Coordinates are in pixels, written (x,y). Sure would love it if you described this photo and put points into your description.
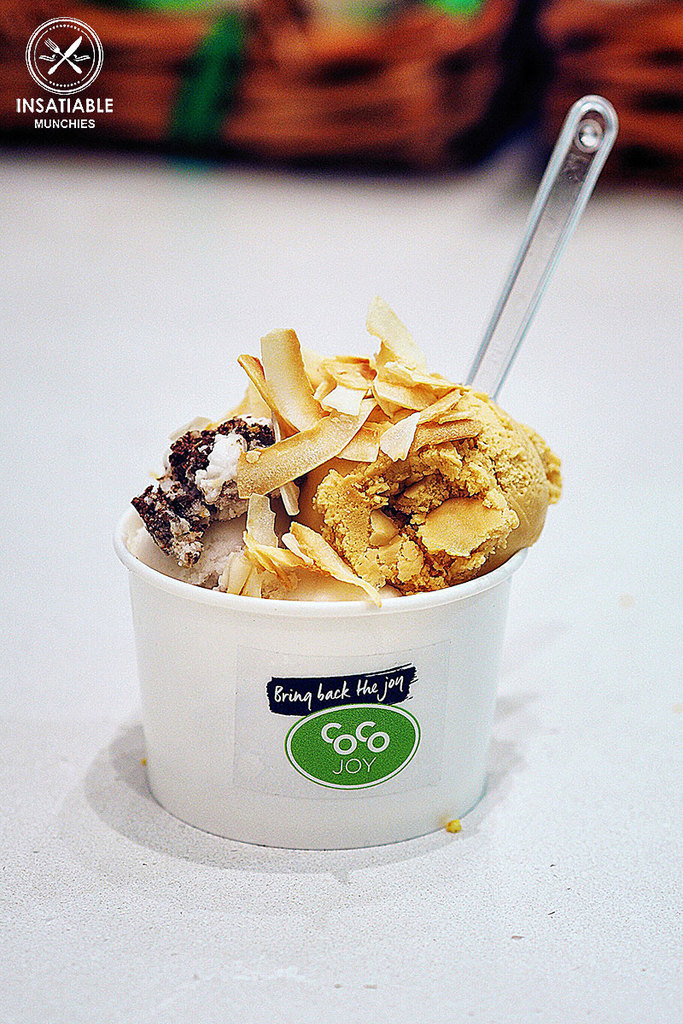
In this image I can see the white color cup (254,685) with food (326,517). The food (330,413) is in black, white and brown color. I can also see the spoon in the cup (382,693). It is on the white color surface (409,884). And there is a blurred background (360,104).
